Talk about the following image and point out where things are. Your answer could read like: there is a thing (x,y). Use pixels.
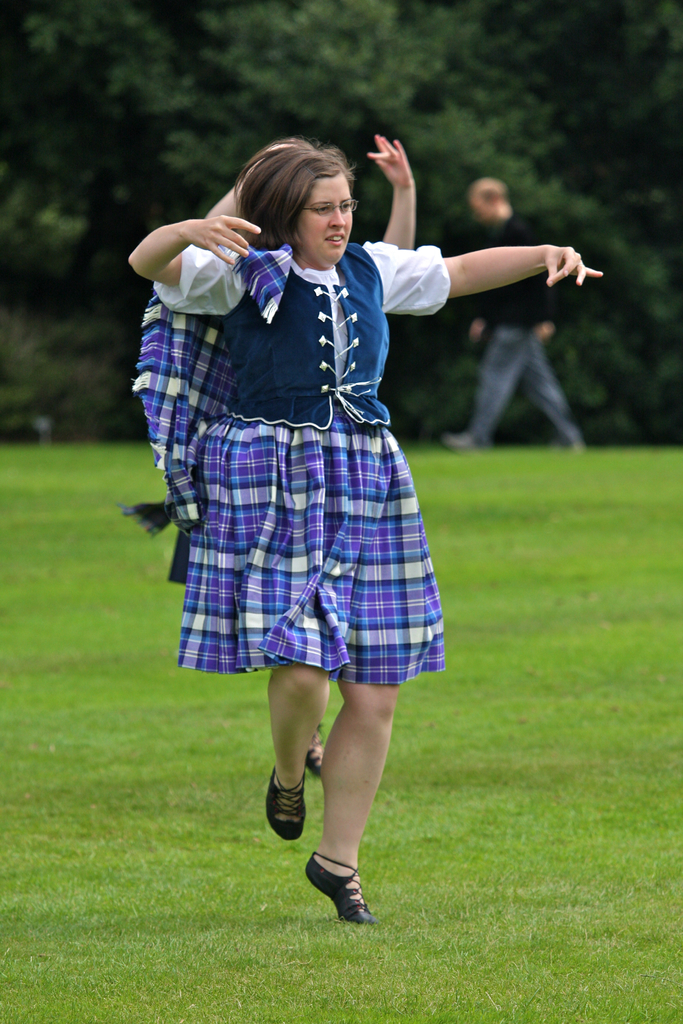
In this picture we can observe a woman (240,432) on the ground (233,795). She is wearing spectacles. There is some grass (428,845) on the ground (159,698). In the background (490,372) there is a person (506,320) walking and there are some trees (149,90).
